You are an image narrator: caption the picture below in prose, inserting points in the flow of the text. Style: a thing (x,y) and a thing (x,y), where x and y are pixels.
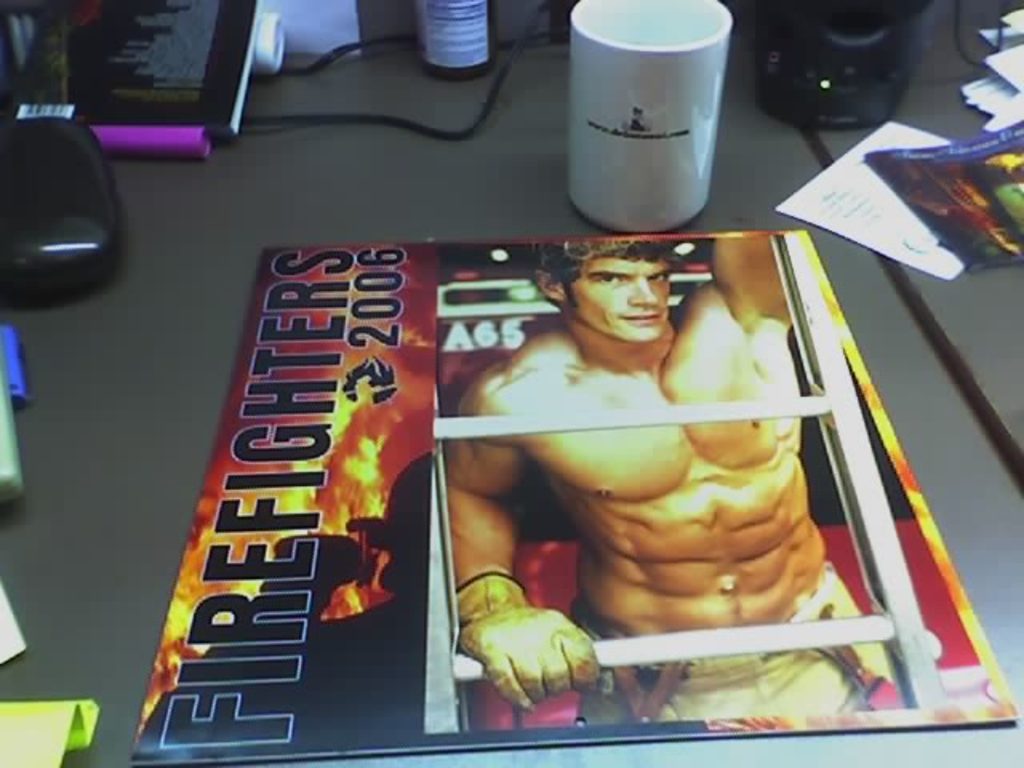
This Image consists of table (255,259) on which there are mug (627,163), book (442,350), bottle (445,51), papers (980,186), wires (386,125). On that book (386,419) there is written Firefighter 2006 and a person's photo (590,483) is printed on that book (625,552).
